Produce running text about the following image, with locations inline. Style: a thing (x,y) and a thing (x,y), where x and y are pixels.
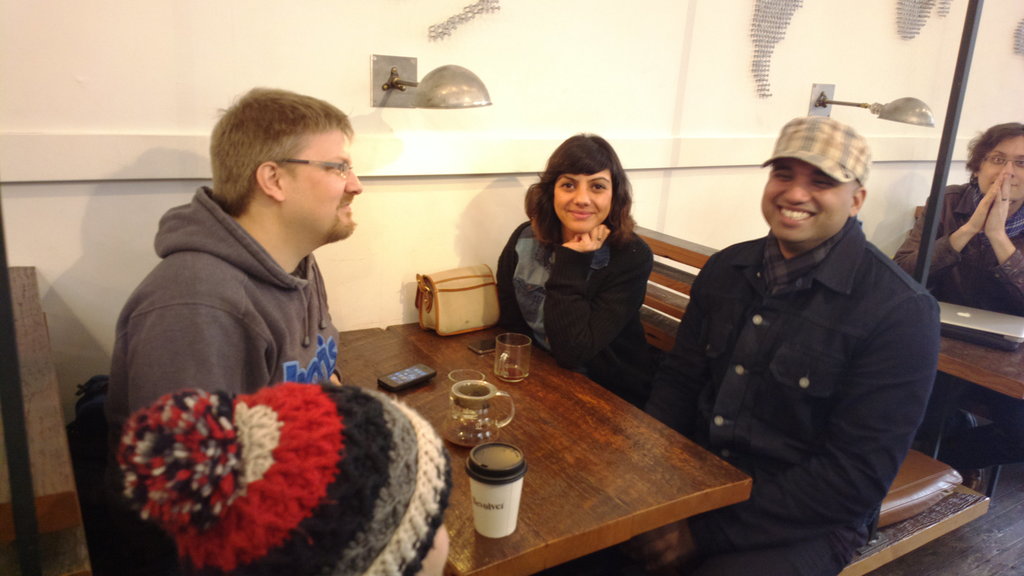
In this image, few peoples (351,534) are sat on the bench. They are smiling. We can see few tables (732,477), few items (503,511) are placed on it on right side (988,367). And background (592,90), white color wall (580,102), lights (464,101).
